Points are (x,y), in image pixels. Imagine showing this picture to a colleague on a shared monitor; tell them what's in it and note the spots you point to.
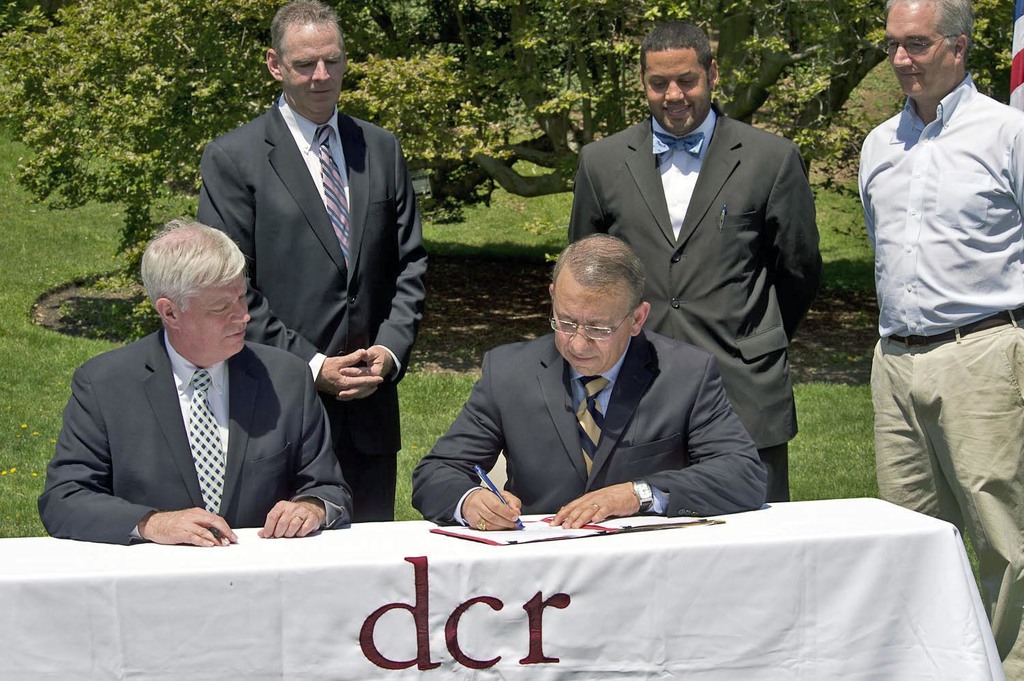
In this picture I can see 5 men (525,489) in which the man (248,358) in front (267,391) are sitting and there is a table (189,554) in front (530,554) on which there are few things (535,525) and I see that the man (524,510) on the right (695,471) is holding a pen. In the background (343,166) I see that these 3 men (769,137) are standing and I see the grass (863,249) and the trees (425,78) and in front of this image I see the cloth (414,611) on which there is something written.
